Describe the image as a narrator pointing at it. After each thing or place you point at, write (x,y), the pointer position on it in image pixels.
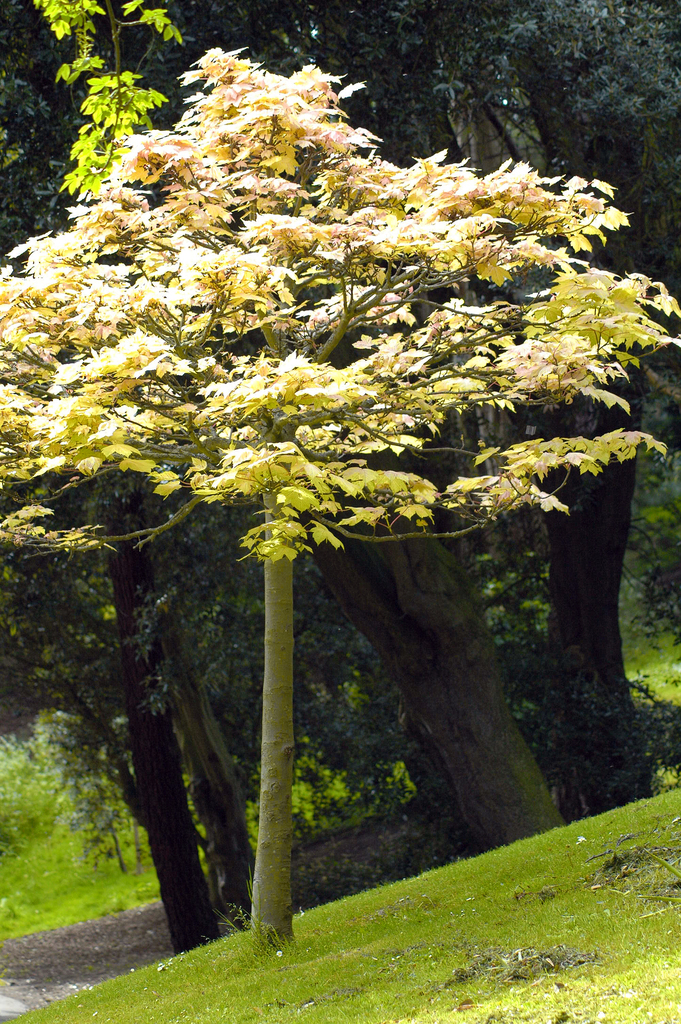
In the image we can see trees (262,435) and grass (592,972).
